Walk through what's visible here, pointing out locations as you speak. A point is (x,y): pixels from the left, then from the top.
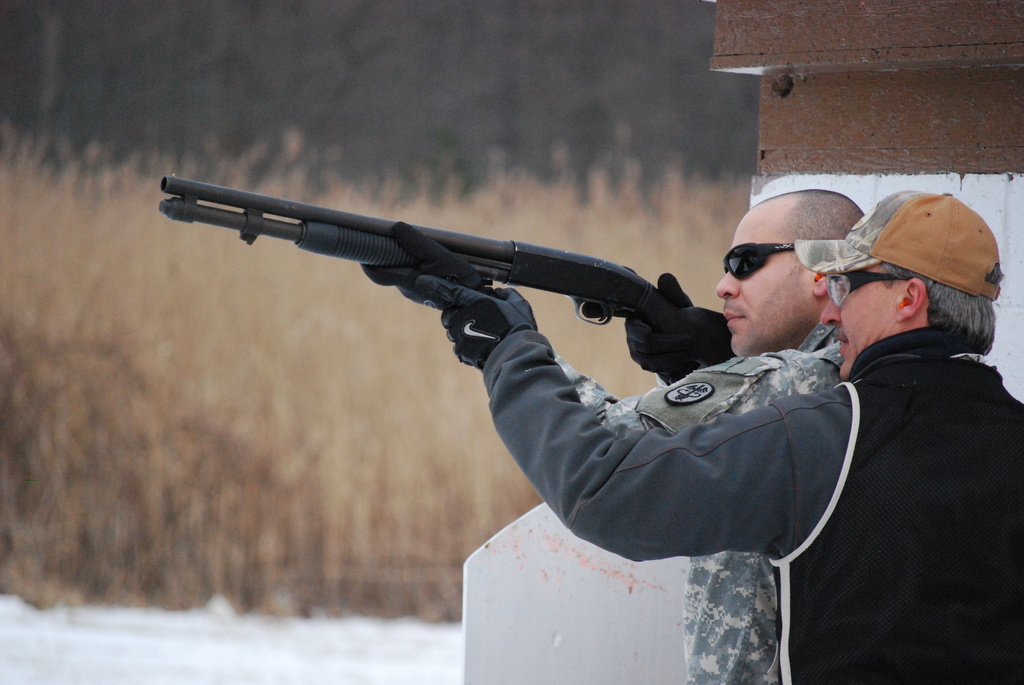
On the right side (919,452), there is a person (956,518) in black color jacket (964,514) teaching shooting to the person (812,220), who is in uniform (777,365), wearing sunglasses (761,260) and holding a gun (593,263). Beside them, there is a wall (778,20). In the background (417,390), there are plants (488,453). And the background (35,35) is blurred.
